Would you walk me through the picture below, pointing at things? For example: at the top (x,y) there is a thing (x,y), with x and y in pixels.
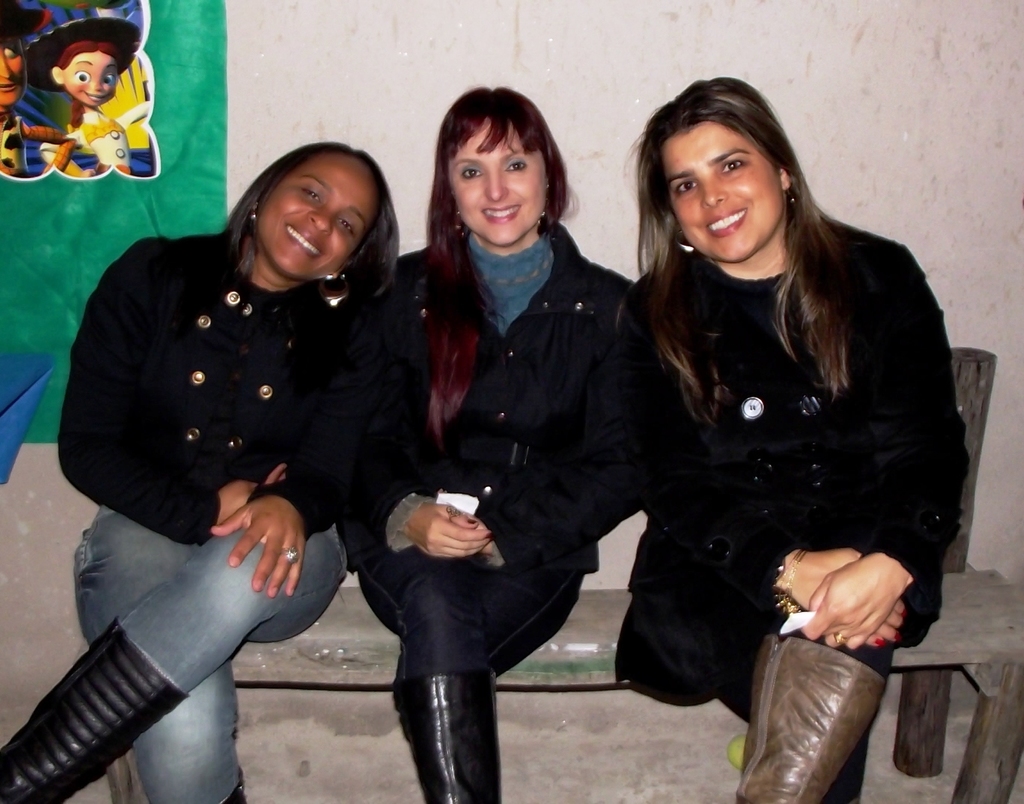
This image is taken indoors. In the background (972,218) there is a wall (241,179) with a cloth (130,194) and a poster (141,145) on it. In the middle of the image (439,391) three women (771,387) are sitting on the bench (339,639). They have worn black jackets (405,358).
